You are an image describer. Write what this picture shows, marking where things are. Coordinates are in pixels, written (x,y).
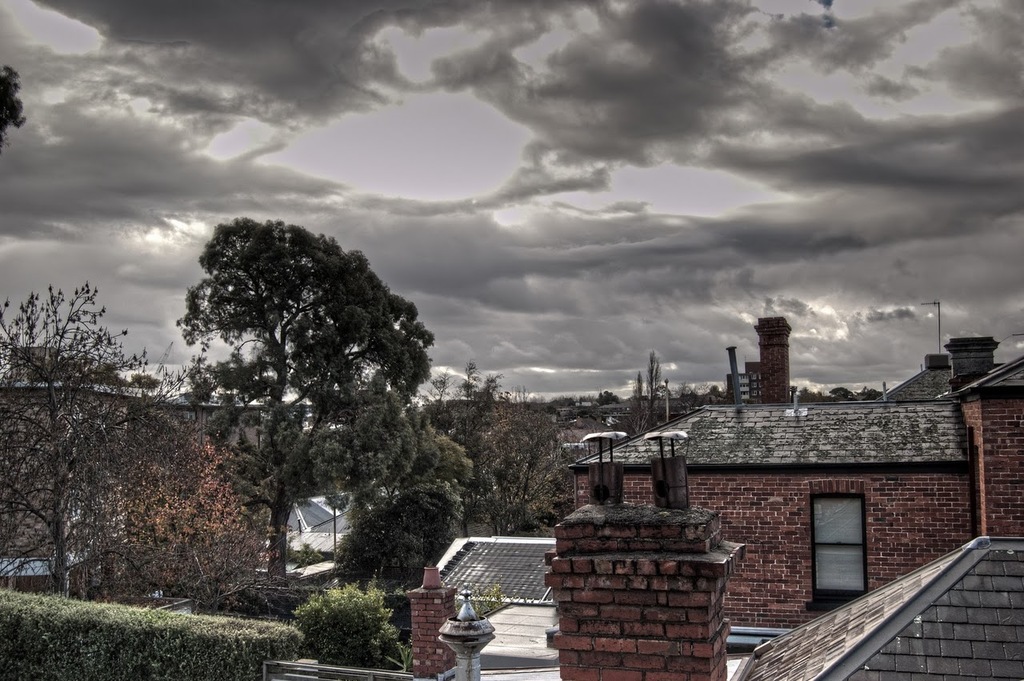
In this image we can see a few buildings (677,529), there are some trees (233,596), poles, plants (386,623) and a window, in the background (441,271) we can see the sky (819,119) with clouds (814,149).
